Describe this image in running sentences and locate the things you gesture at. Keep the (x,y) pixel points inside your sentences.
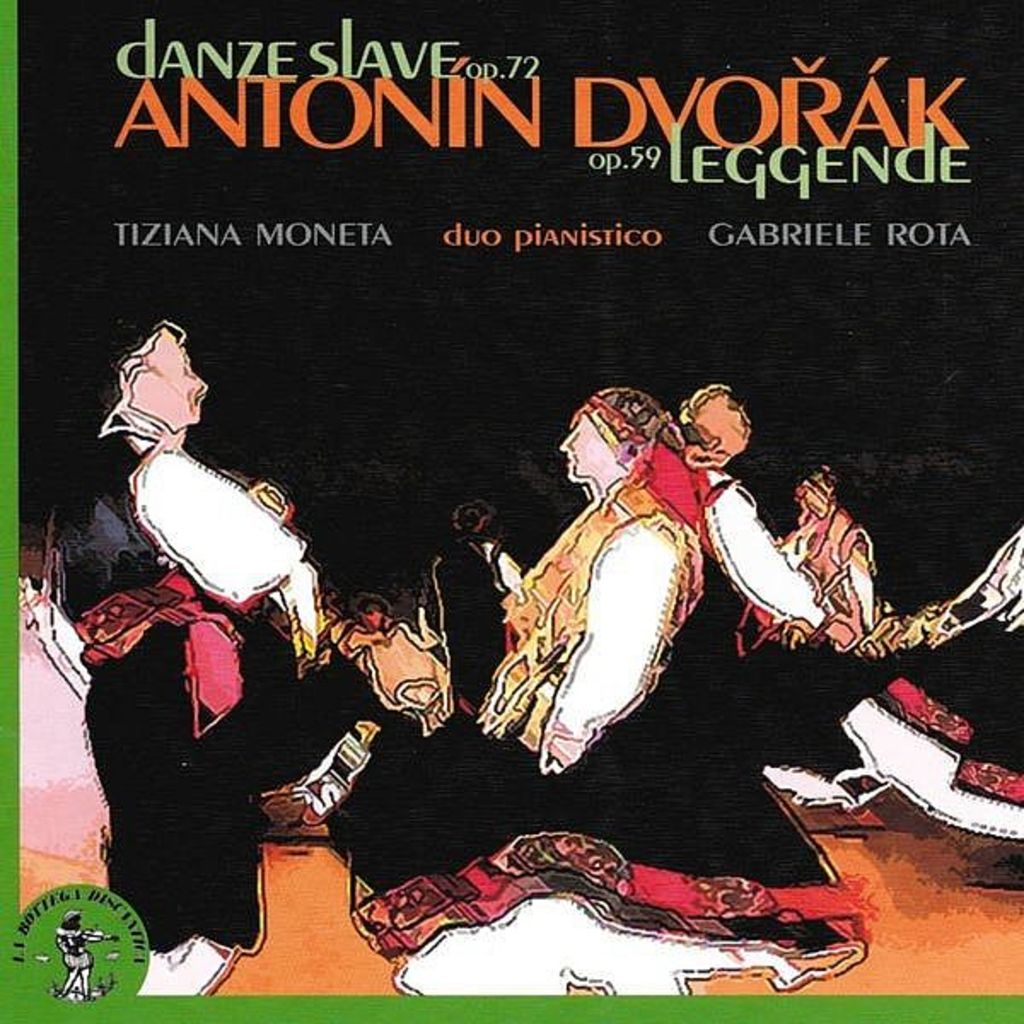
This image contains a poster (636,511) having a painting (430,563) of few pictures (595,607) and some text (438,146). Few person images (295,608) are painted on the poster (598,649). Top of the image (462,130) there is some text (461,117). Left bottom there is a logo (78,931).
